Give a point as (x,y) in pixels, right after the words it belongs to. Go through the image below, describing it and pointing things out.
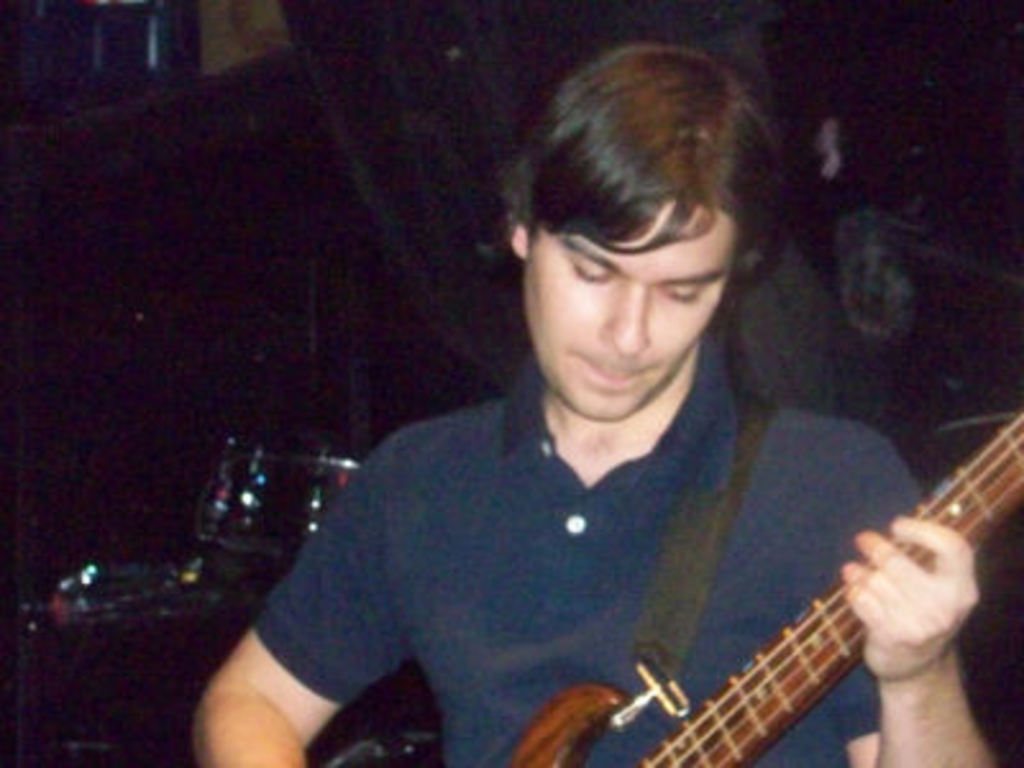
In this picture there is a man (598,680) holding a guitar (975,520).
